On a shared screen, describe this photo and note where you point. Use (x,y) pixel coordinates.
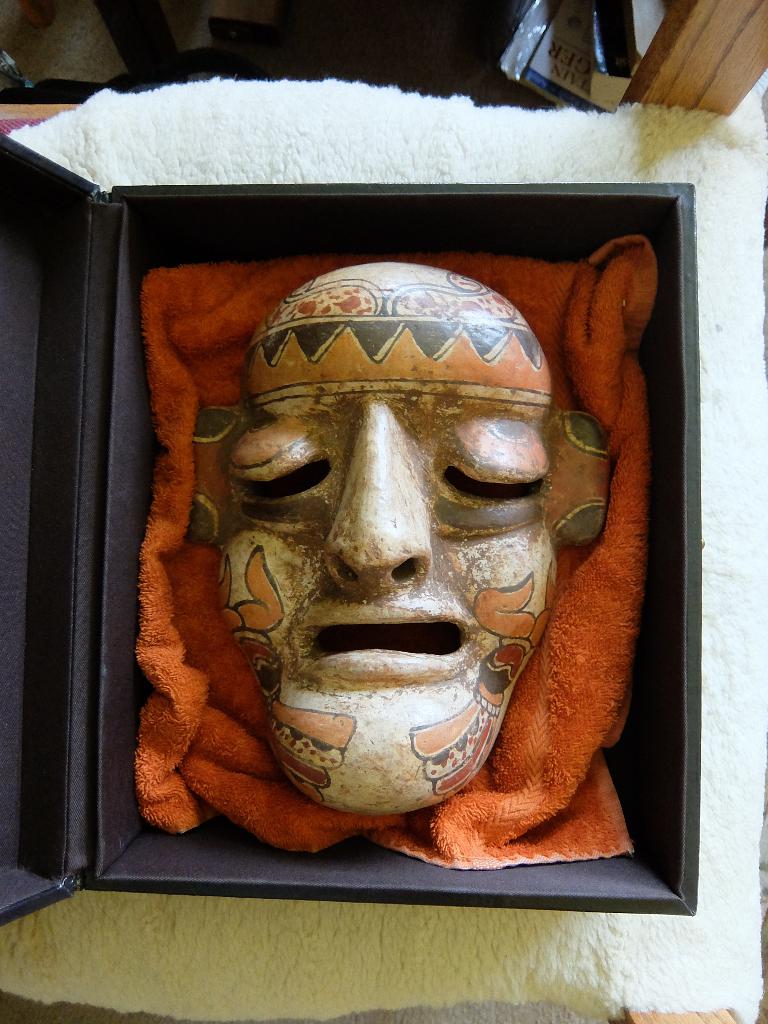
In this image we can see a mask (507,566) is kept on a orange color towel (168,726), in a black suit case (265,892). Bottom of suitcase (690,911) white color cloth (485,178) is there. Top right of the image (679,37) wooden thing (666,52) and books (562,38) are present.
